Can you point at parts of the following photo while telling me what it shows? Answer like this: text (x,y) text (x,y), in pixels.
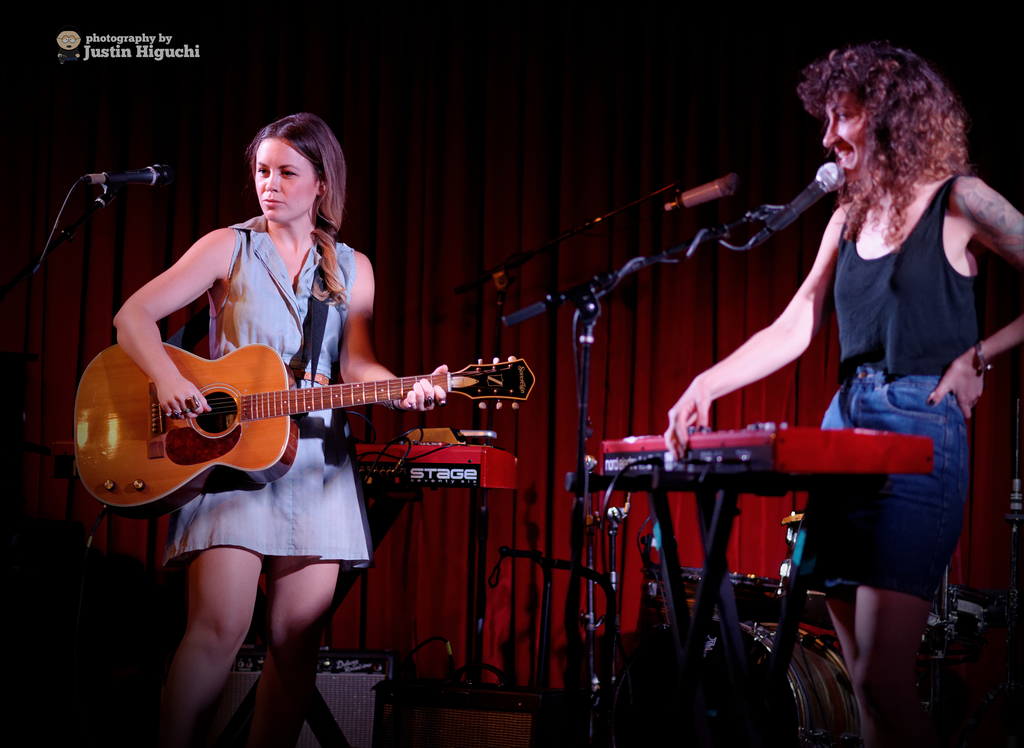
As we can see in the image there are few people (332,282). The women (264,281) on the left side (228,412) is holding guitar (212,413) and the women (958,378) on the right side (923,370) is playing musical keyboard (783,441). In front of them there are microphones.
